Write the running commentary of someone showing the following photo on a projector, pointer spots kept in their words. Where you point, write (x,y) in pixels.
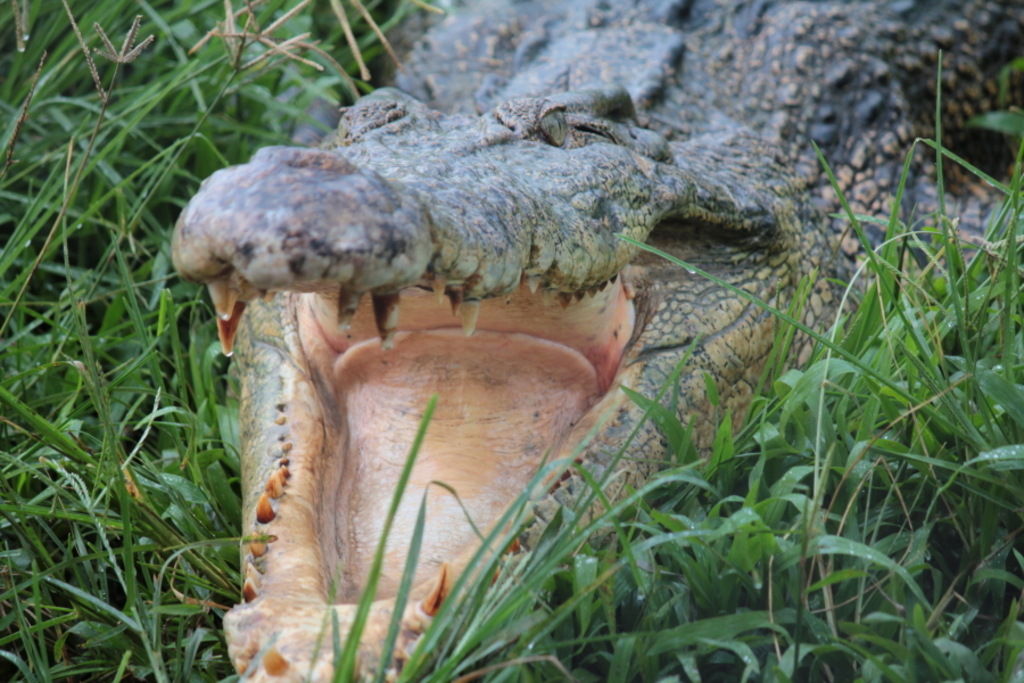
In this image in the center (457,243) there is a crocodile (622,224) and there is grass (932,489).
